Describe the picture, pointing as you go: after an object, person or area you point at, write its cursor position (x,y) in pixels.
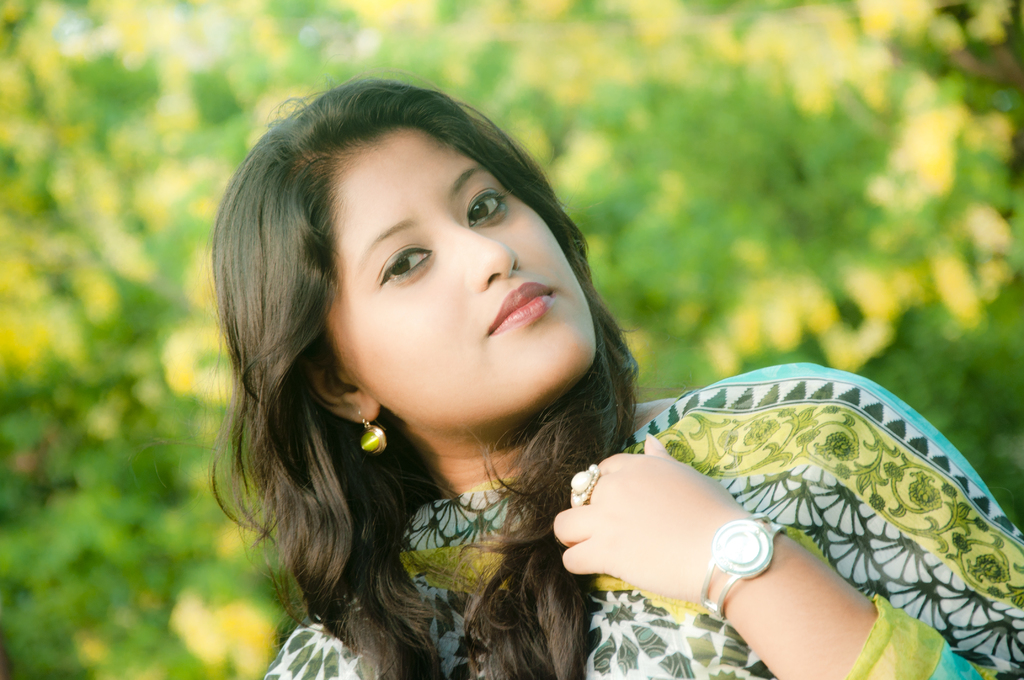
Here we can see a woman (353,368) and she wore a watch (756,558) to her hand (674,540) and a ring (573,500) to her finger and a ear ring (366,445) to her ear (334,395). In the background (76,492) we can see a tree (23,164).
